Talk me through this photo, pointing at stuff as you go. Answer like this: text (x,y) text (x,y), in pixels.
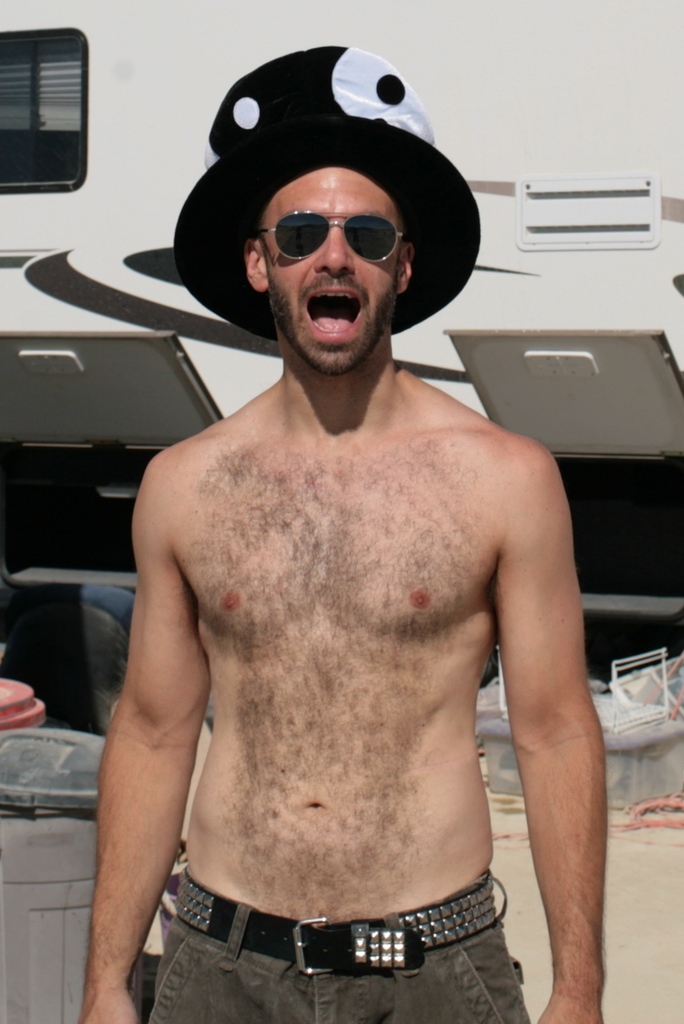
In this picture we can see a man (166,458) wore a cap (204,247), goggles (352,239) and standing and in the background (79,677) we can see bins (44,771), vehicle (170,341) and some objects (494,767).
